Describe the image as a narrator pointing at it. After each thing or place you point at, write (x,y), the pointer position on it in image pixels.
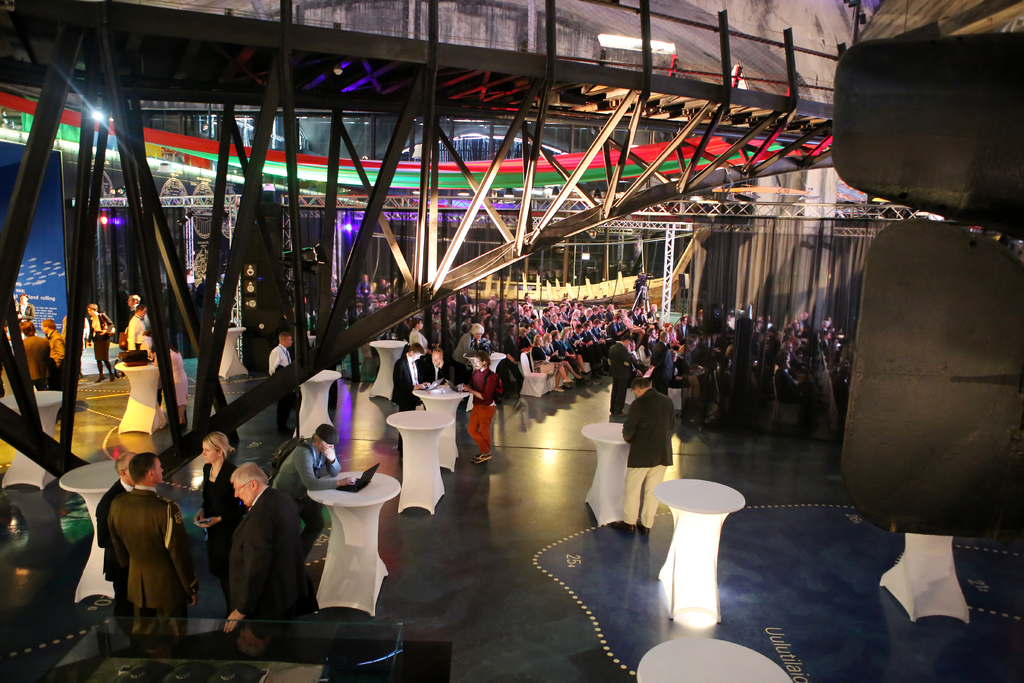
In this picture we can see all the persons (581,318) sitting on chairs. we can see few persons (297,469) standing near to the tables (325,486). At the top (524,114) we can see shed (706,86). This is a floor (550,546). this is a cloth curtain (792,270) in black color. these are lights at the top (99,108).
